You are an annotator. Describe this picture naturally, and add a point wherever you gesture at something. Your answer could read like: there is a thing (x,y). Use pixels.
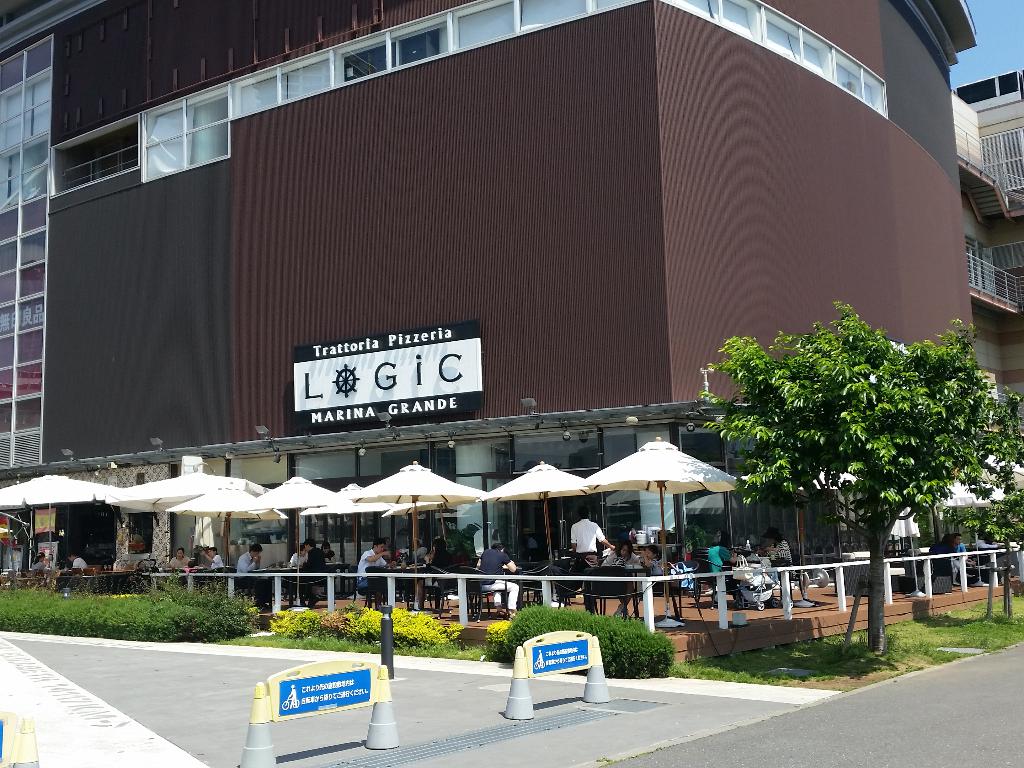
In this image I see buildings (731,193) and I see a board (321,366) over here on which there is something written and I see number of people (627,563) in which most of them are sitting on chairs (577,569) and I see a person (589,519) who is standing over here and I see the bushes (610,642), grass (887,654) and the trees (803,417) and I see the path (831,697) on which there are cones (252,752) on which there are boards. In the background (995,8) I see the blue sky (979,1).
